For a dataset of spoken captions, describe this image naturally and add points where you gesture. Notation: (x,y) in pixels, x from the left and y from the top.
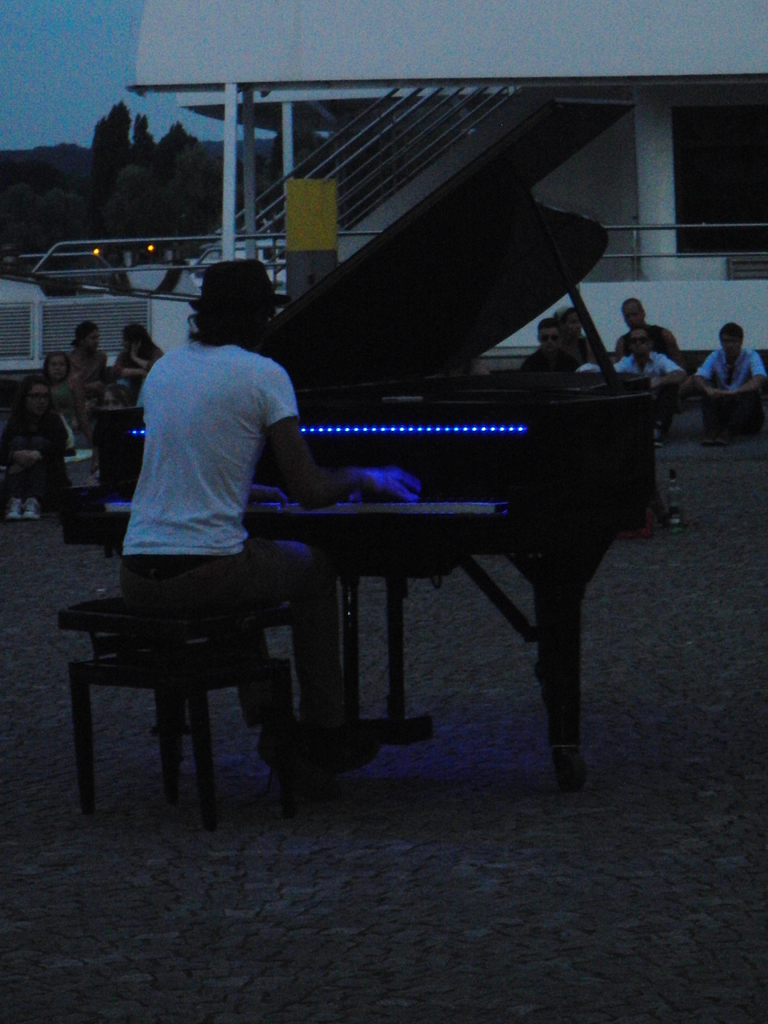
In this picture we can see man (361,469) playing piano (265,507) sitting on stool (116,643) and in background (57,365) we can see some people (54,378) listening to his music, steps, building (305,171), pillar (249,228), trees (72,195).
